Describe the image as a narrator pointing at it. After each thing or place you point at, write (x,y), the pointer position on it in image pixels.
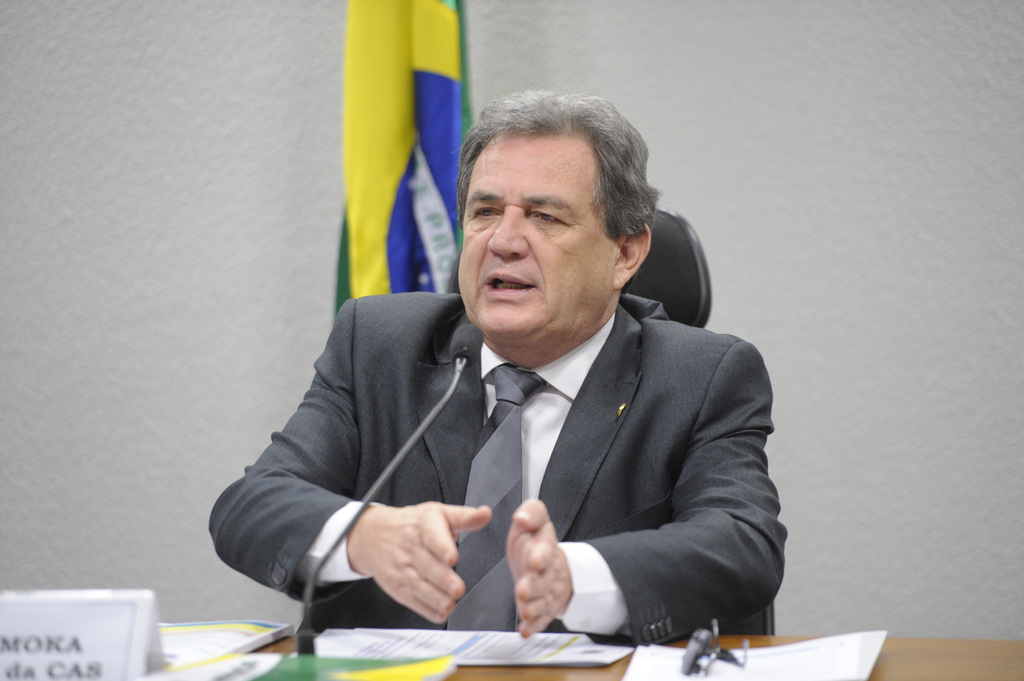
In this image, we can see a man (686,418) sitting on a chair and there is a table (877,664). We can see some papers (214,674) and a name board (46,671) on the table (493,668). In the background (418,262), we can see a flag (424,29) and we can see the wall (554,34).
